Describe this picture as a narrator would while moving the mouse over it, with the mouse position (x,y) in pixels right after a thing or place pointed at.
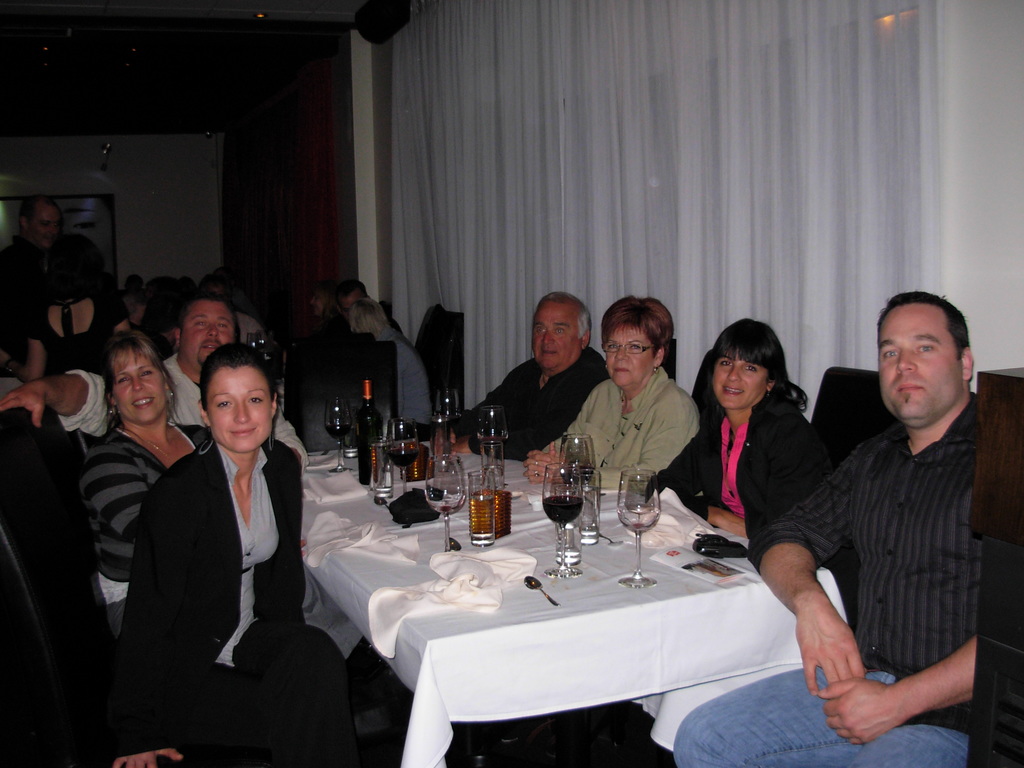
In this image, There is a table (709,616) which is covered by a white color cloth (350,595) on that table (618,590) there are some glasses (599,487) and bottles (366,454), There are some people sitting on the chairs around the table (432,546), In the background (533,125) there is a white color curtain (609,126).
